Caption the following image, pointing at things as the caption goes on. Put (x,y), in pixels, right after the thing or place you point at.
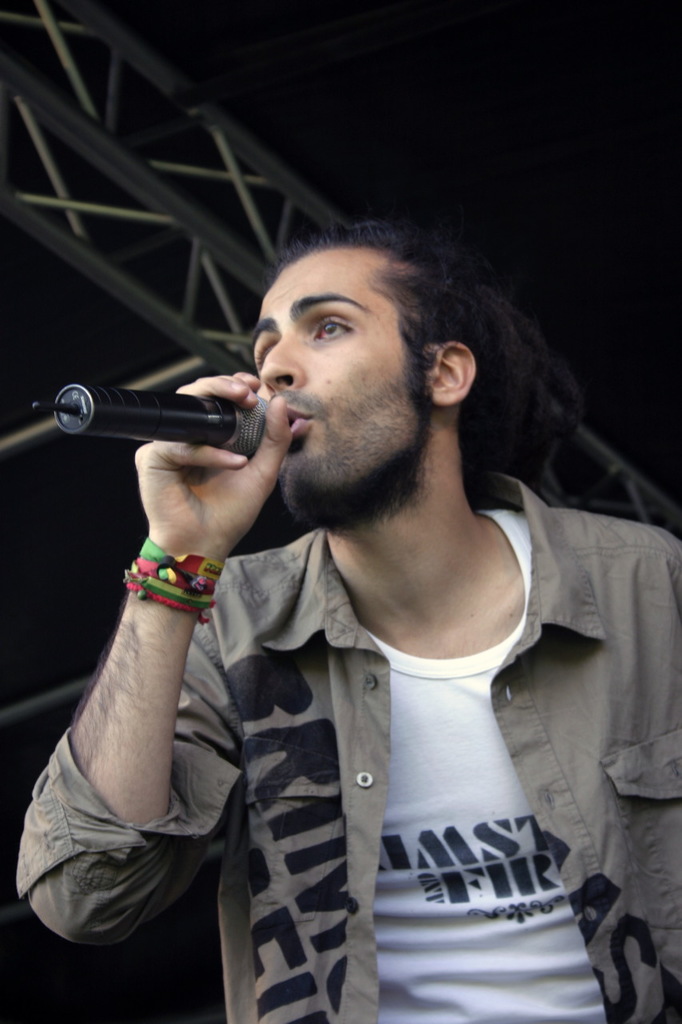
In this image I can see a man (310,742) wearing shirt (281,823), holding a mike (215,419) in his hand (227,480) and singing. This is an outside view.
